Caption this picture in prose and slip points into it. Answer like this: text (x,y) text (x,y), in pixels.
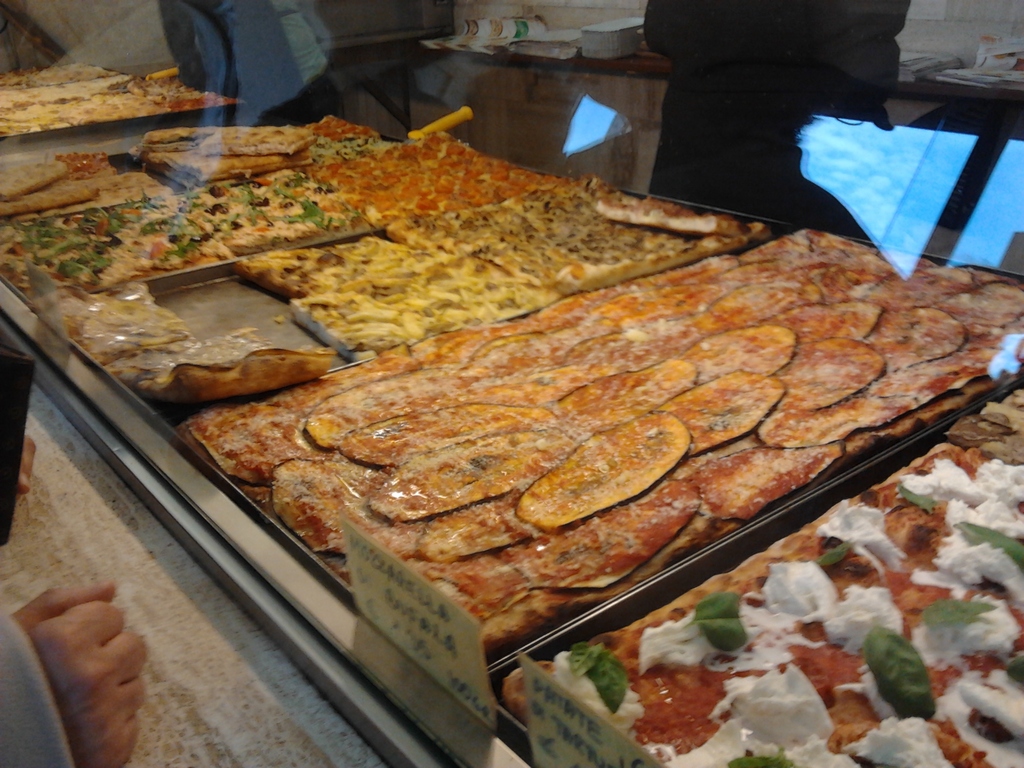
In this image I can see food (345,255) which is in brown, yellow, red color and I can also see a human hand (80,740).
